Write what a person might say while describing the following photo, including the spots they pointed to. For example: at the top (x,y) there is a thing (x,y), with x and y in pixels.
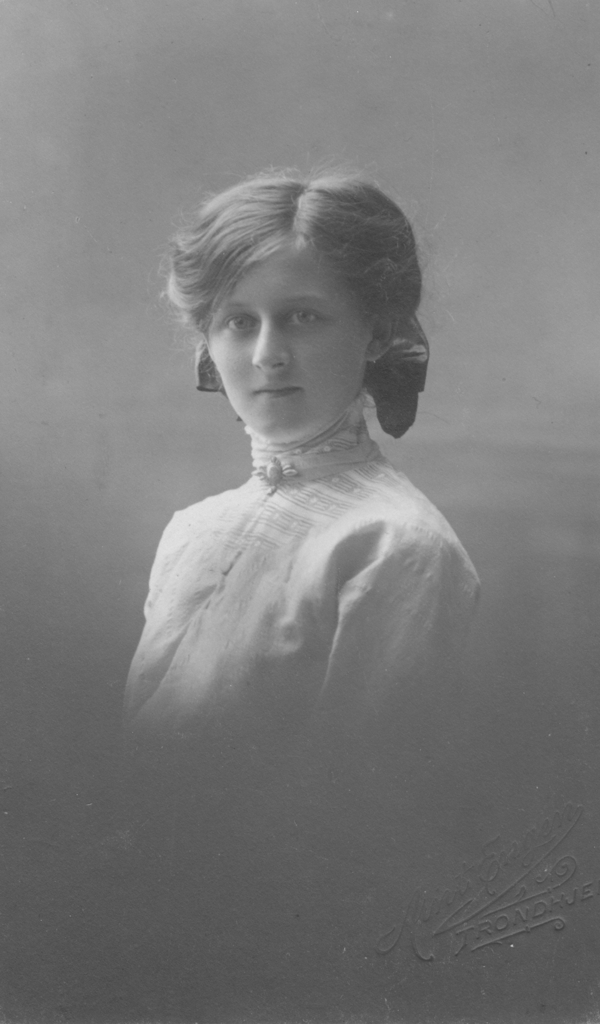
In this picture we can see a girl (273,624) and in the background (554,521) we can see it is grey color, in the bottom right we can see some text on it.
